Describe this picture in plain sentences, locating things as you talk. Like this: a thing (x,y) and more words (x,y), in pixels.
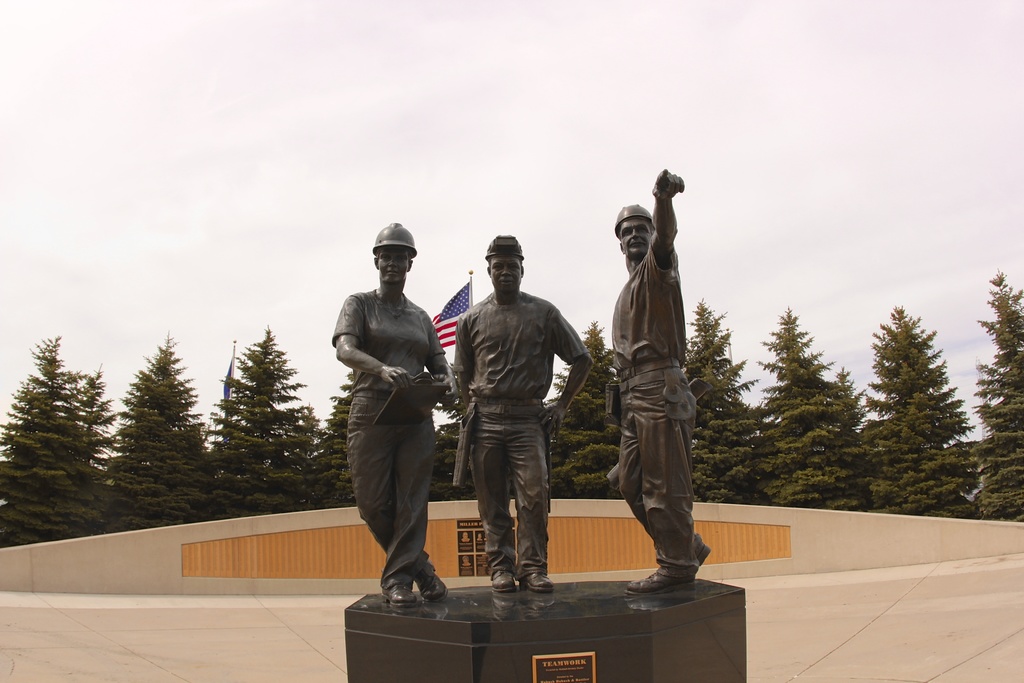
In the foreground of the picture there are three statues (376,460). In the center of the picture (447,340) there is an inauguration stone (464,527) and flag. In the background (228,425) there are trees (256,401) and sky (547,158).
